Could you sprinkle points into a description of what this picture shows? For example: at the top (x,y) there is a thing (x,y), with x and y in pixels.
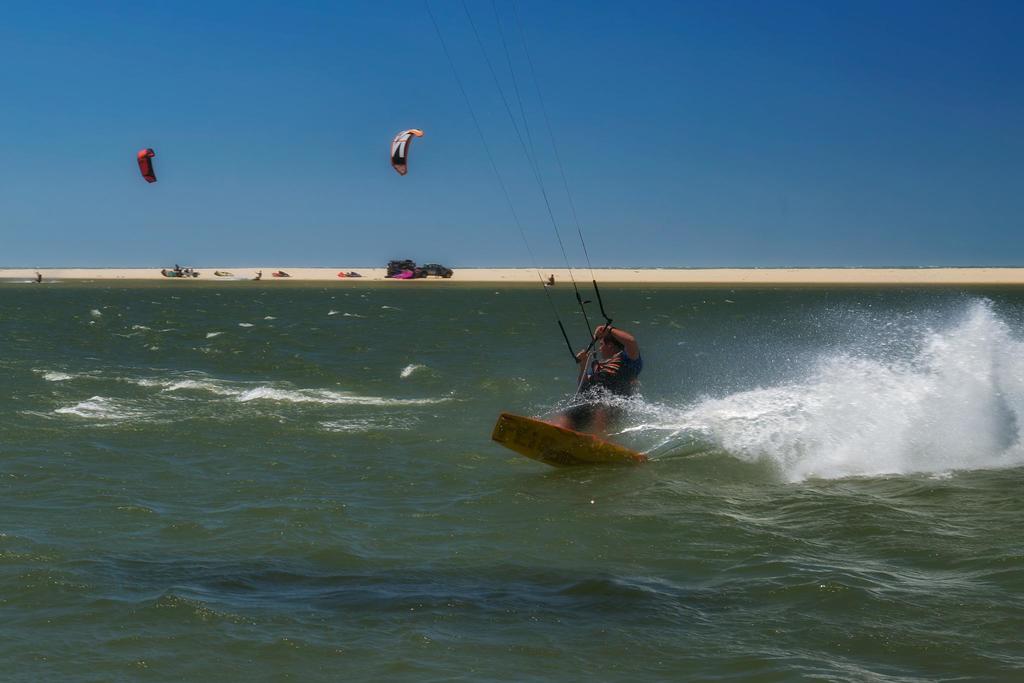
In this picture I can see there is an ocean (574,319) and there is a man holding a rope (608,322) and in the backdrop (441,206) there is sand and the sky (673,139) is clear.
